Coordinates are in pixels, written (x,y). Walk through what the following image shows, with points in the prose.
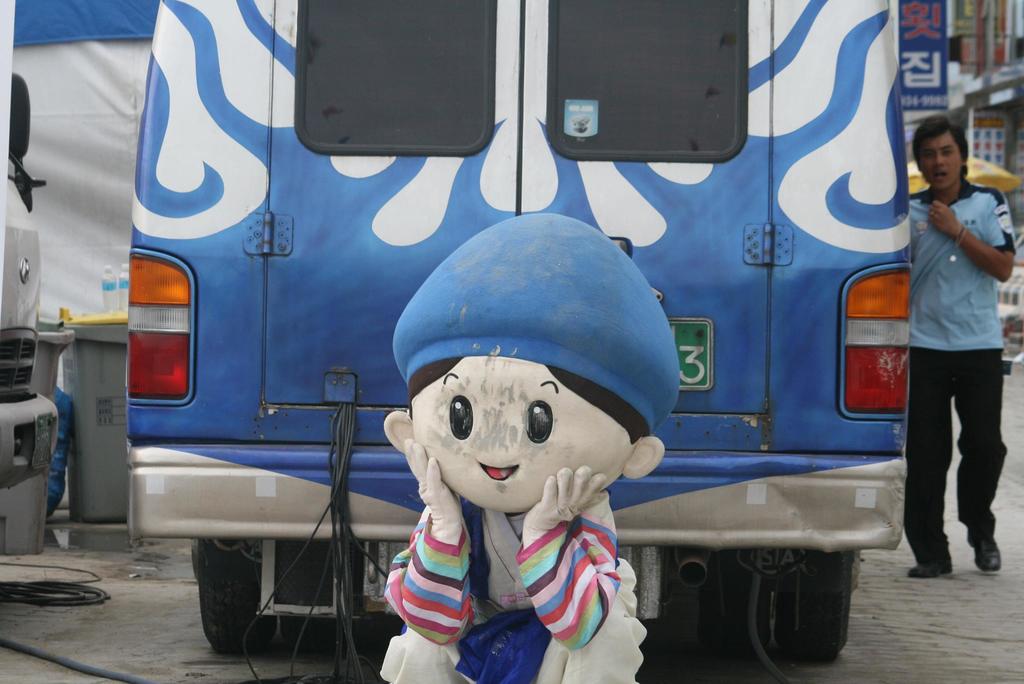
In this picture we can see a toy (490,612), vehicle (714,600) on the ground (672,602), beside this vehicle (761,603) we can see a person (973,533) walking and in the background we can see an umbrella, posters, dustbin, bottles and some objects (32,256).
